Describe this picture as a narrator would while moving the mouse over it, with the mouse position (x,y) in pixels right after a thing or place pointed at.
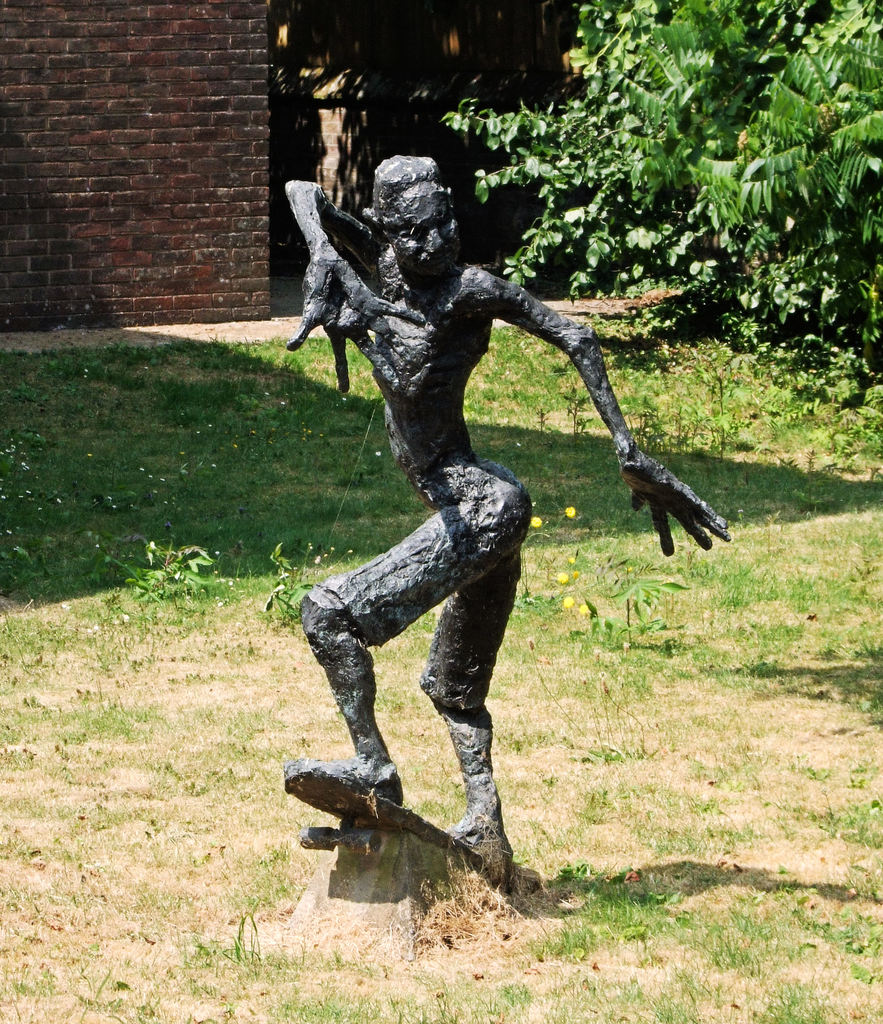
In this picture we can see a statue (443,327) on the skateboard (354,812). Behind the statue (444,347) there is a wall (194,225), plants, grass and trees (725,166).
